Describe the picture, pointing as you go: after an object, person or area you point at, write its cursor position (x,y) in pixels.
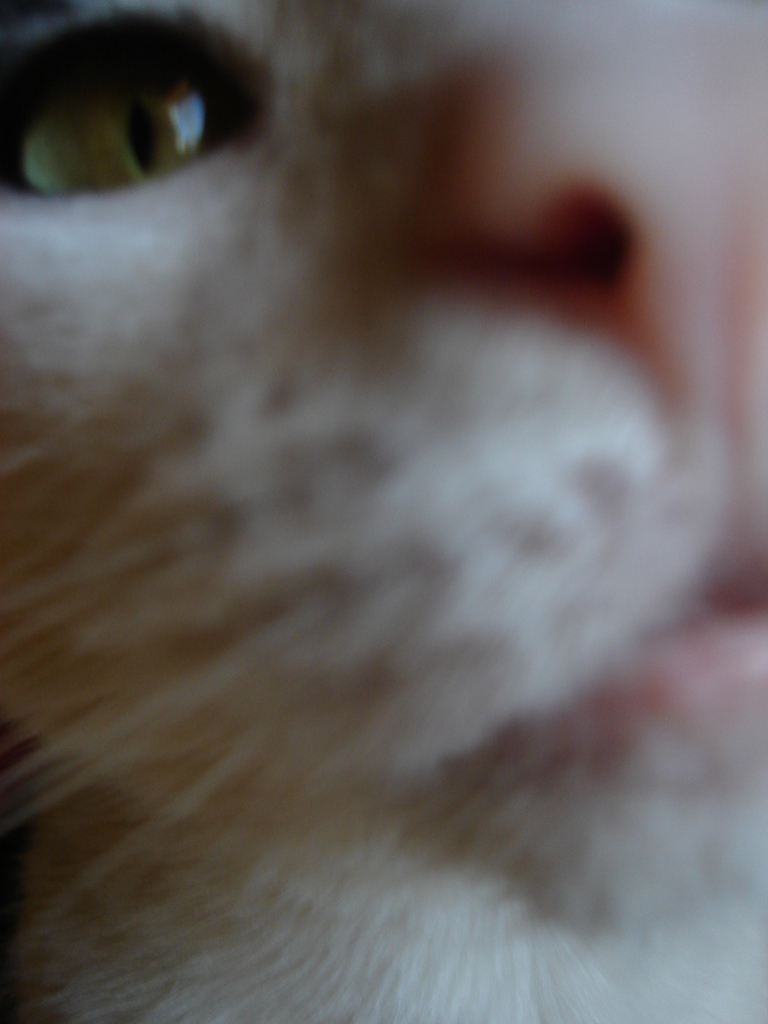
In this picture we can see a close view of the white color cat (565,475) is looking into the camera.
